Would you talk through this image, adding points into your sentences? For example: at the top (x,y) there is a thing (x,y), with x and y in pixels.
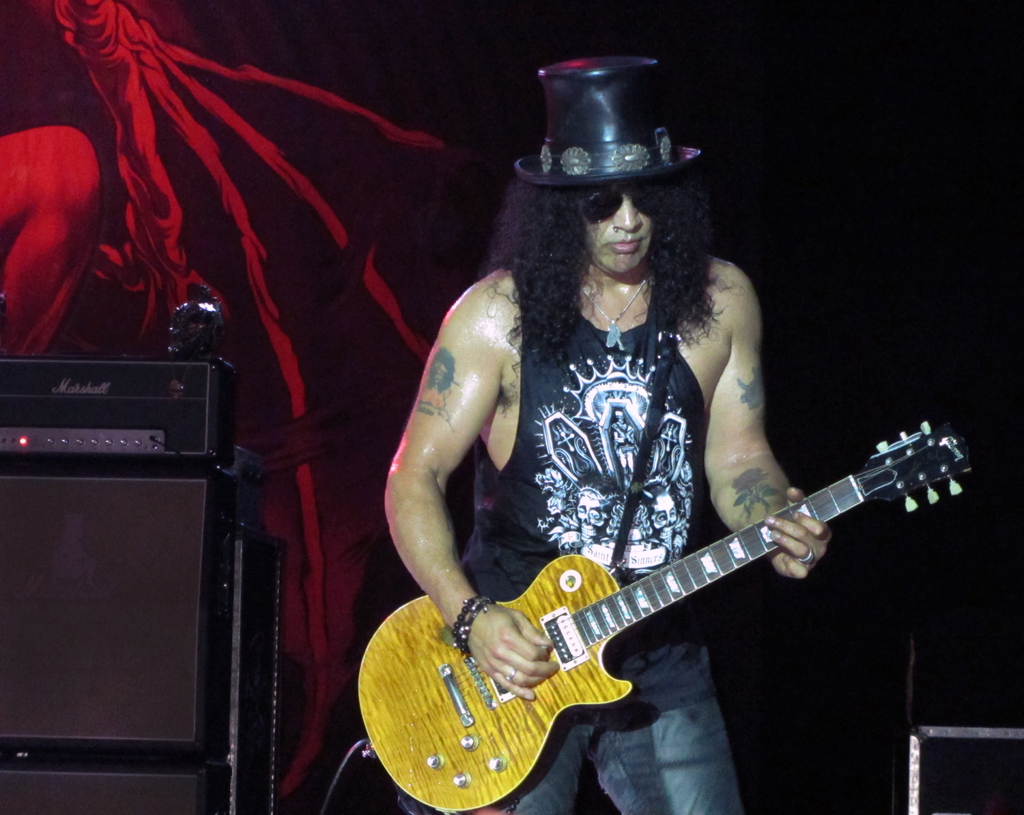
There is a man (572,487) holding a guitar (555,630) on the stage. He is wearing a black t shirt (600,413) and hat (612,121) on his head (618,216), also wearing spectacles (596,203). In the background (245,145) there is a wall (253,200) painted on it.
